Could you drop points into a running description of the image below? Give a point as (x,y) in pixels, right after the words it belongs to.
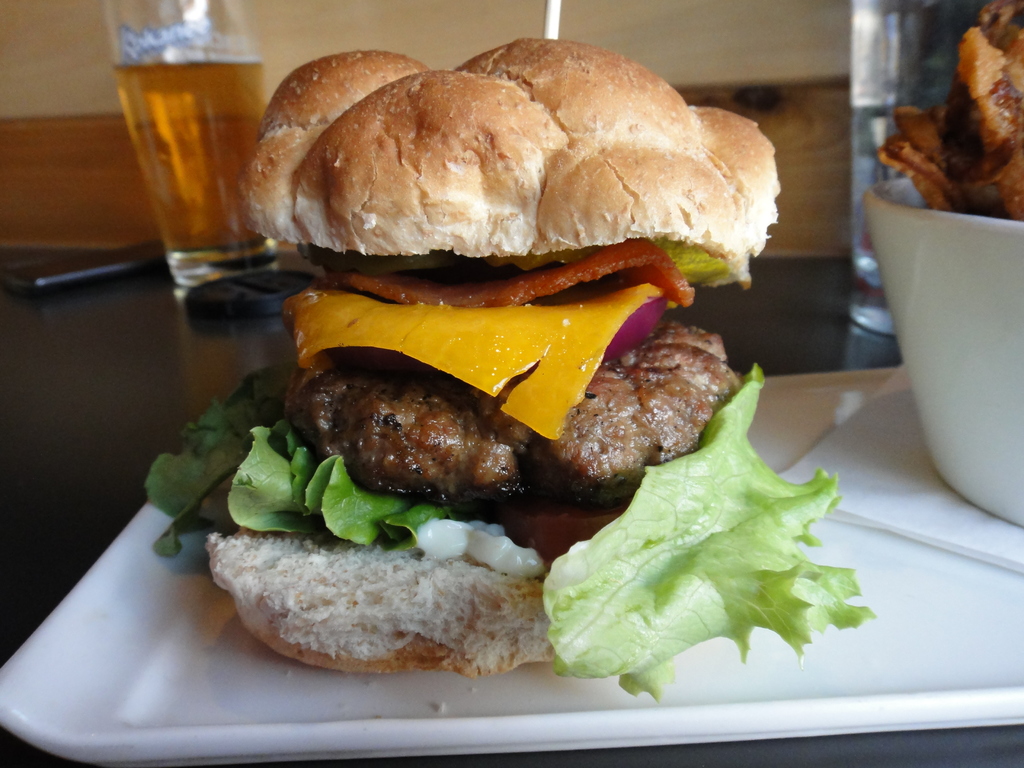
At the bottom of the image (130,729) there is a white tray (123,580). On the tray (898,617) there is a burger (454,476) and at the right corner (874,506) there is a tissue (916,524) with bowl (967,464) on it. Inside the bowl (890,227) there is a food item (992,129). Behind them there is a glass (153,14) with liquid (204,209) and in another glass (865,143) there is water (863,283). Also there are few other items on the surface (56,432).
